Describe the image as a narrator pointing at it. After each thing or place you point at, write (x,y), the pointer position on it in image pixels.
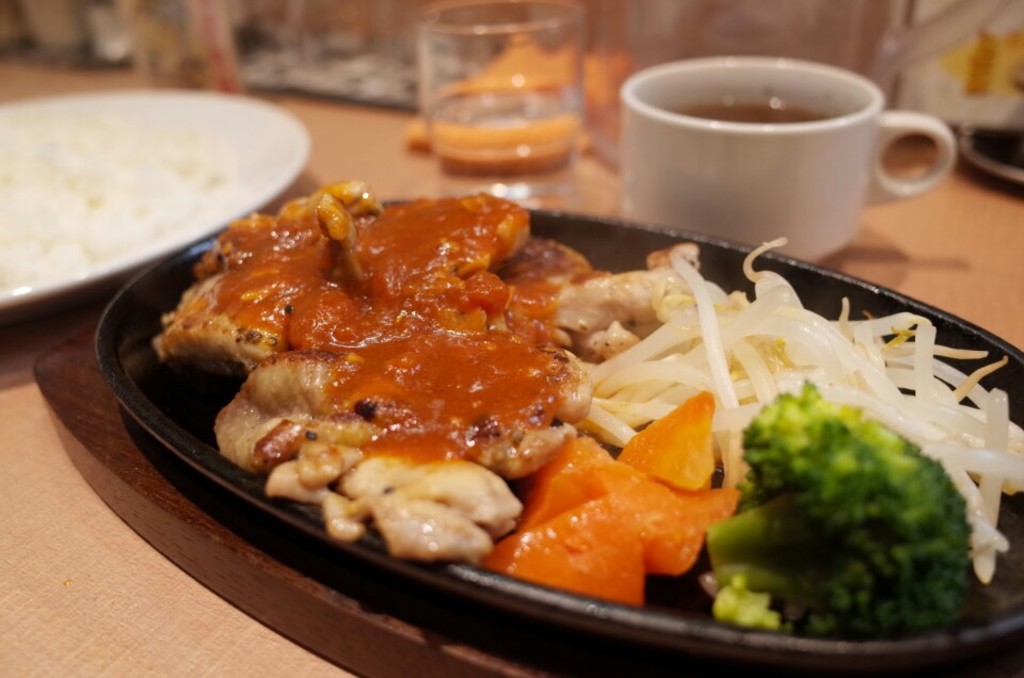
In this image there is a table (50,506), on that table (343,144) there are plates (296,152), in that plates (249,160) there is food item (641,370) and there are cups (547,112).
